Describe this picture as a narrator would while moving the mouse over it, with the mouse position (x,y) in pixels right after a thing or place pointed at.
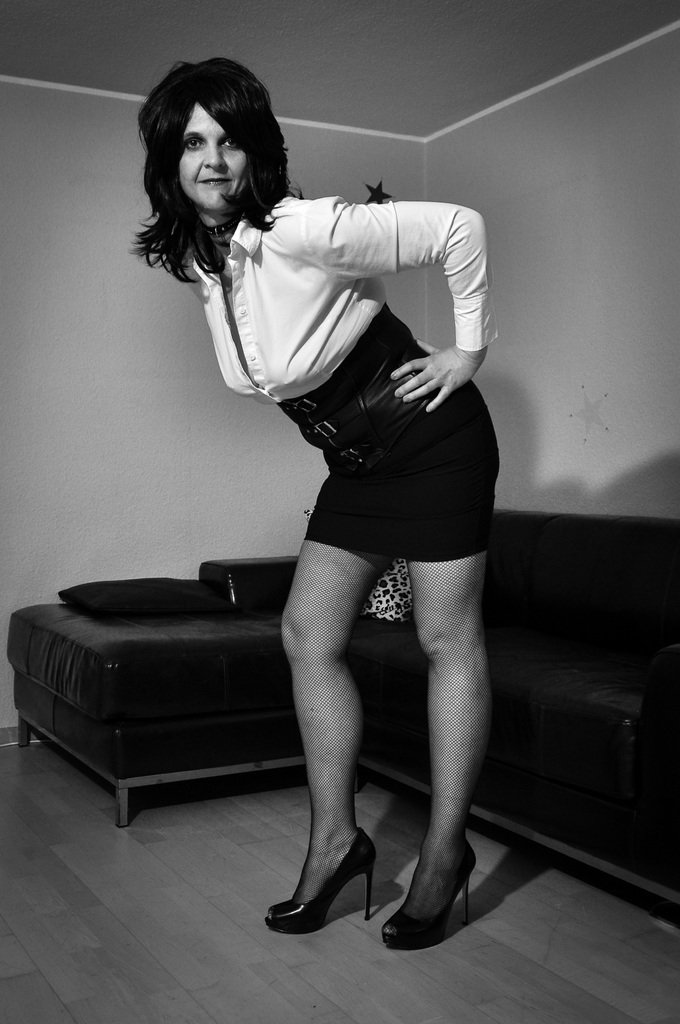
In this picture there is a woman (285,287) who is wearing shirt (277,320), short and shoe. She is standing near to the couch (105,667). On the left (175,611) there is a pillow (167,604) which is kept on the couch (125,636). Beside that there is a wall (87,464).
